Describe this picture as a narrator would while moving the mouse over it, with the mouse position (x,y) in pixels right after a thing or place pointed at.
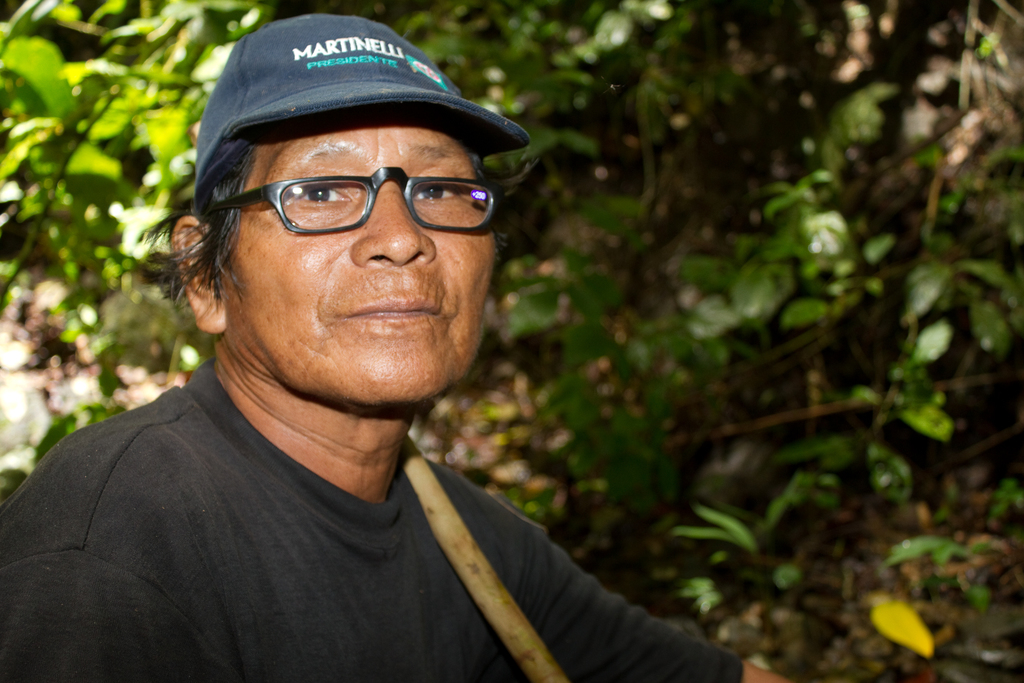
In this image we can see a person (411,321) with a cap (288,73). Behind the person (398,231) we can see group of plants (597,304).
